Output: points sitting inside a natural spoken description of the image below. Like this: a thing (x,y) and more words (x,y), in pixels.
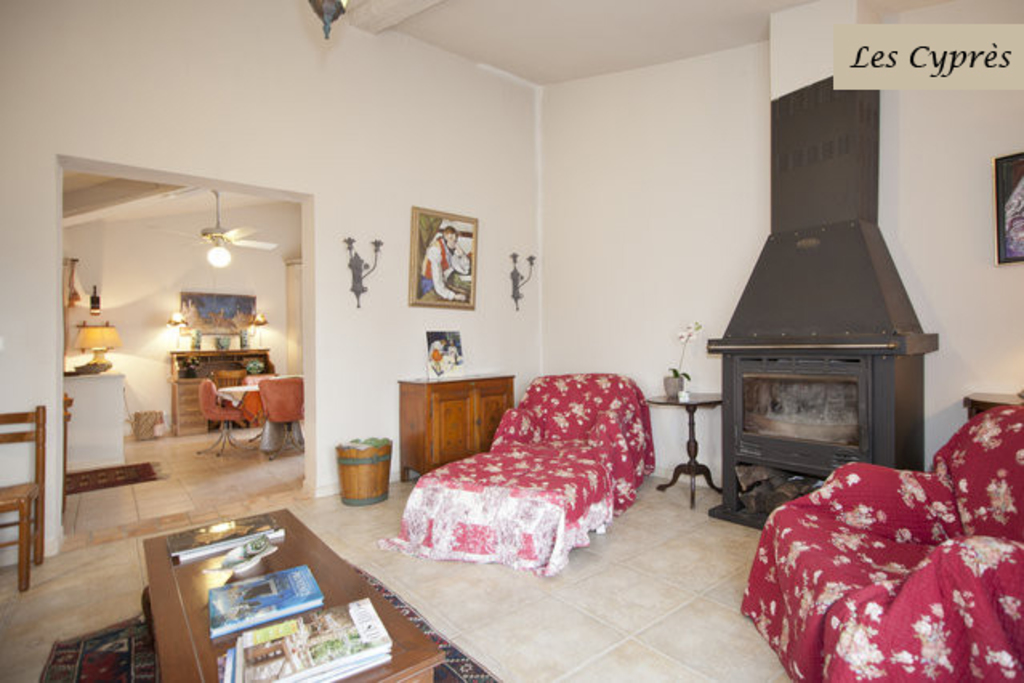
The image is inside the room (642,560). In the image on center (518,343) there is a table (233,522) on table (287,603) we can see books (273,593), fan light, frames (205,317) and a wall (155,313) which is in white color. On right side (895,532) there is a bed (548,461), couch (884,525) another table (691,394) on table (698,399) there is a plant (678,382) with flower pot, frames (444,279), basket (365,458) and a wall (680,229) which is in white color. On left side (95,483) there is a chair (38,506) and mat (84,489).
